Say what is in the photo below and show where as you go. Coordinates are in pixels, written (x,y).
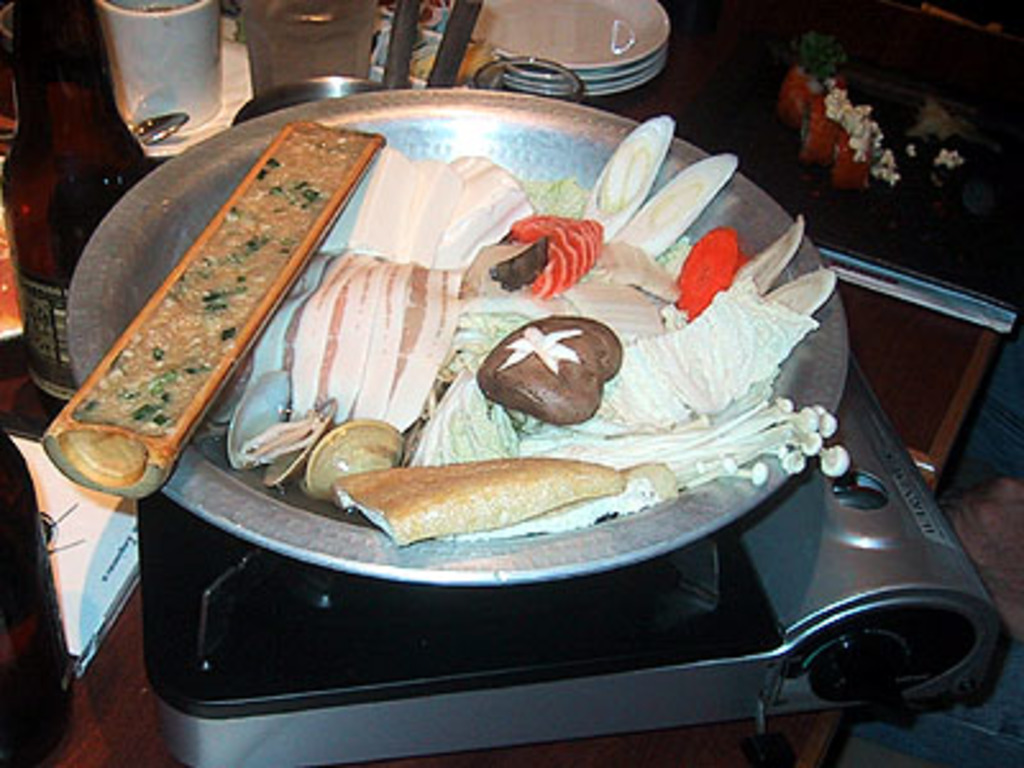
In this picture we can see food (392,436) in the bowl (413,431) and this bowl (428,454) is on the gas stove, here we can see plates (594,37), bottle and few objects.
